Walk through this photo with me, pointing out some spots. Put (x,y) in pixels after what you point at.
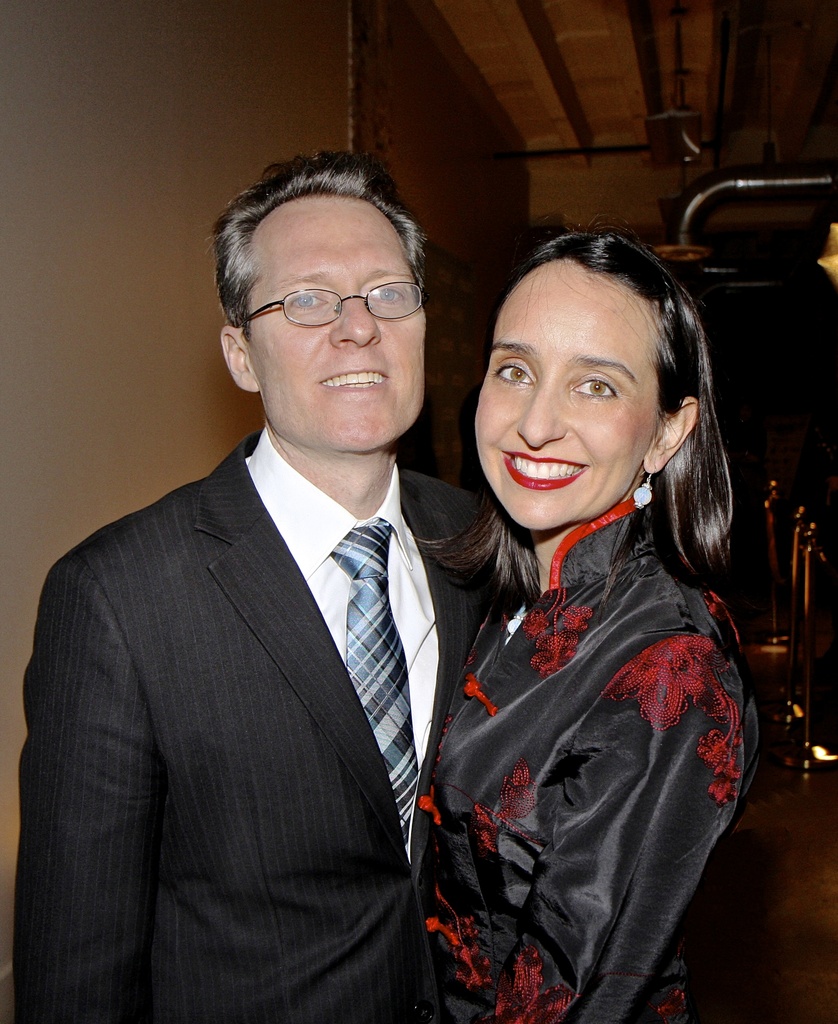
There is a man (300,351) wearing specs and woman (521,716). Both are smiling. In the back (795,538) there are small poles (805,619). Also there is a wall (388,110).
